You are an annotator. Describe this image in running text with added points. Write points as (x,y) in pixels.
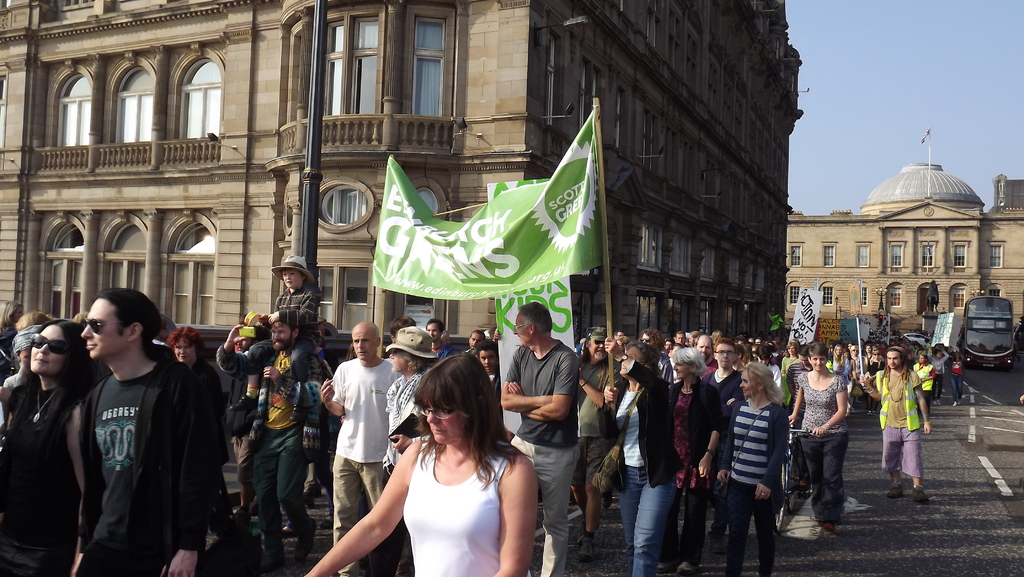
In the center of the image (343,212) there are buildings (865,232). At the bottom (101,533) there are people (426,443) walking and holding boards (552,308) and banners (522,252). In the background (928,79) there is a car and sky (864,123).
